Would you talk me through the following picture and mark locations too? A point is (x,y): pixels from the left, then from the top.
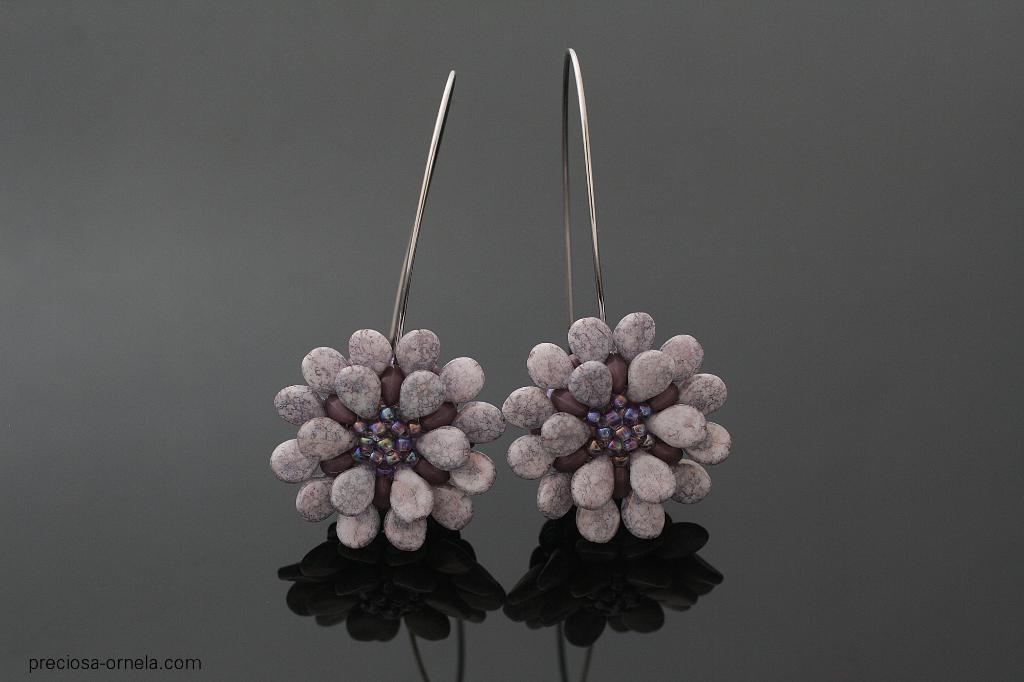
In this image we can see ear rings (418,357).
